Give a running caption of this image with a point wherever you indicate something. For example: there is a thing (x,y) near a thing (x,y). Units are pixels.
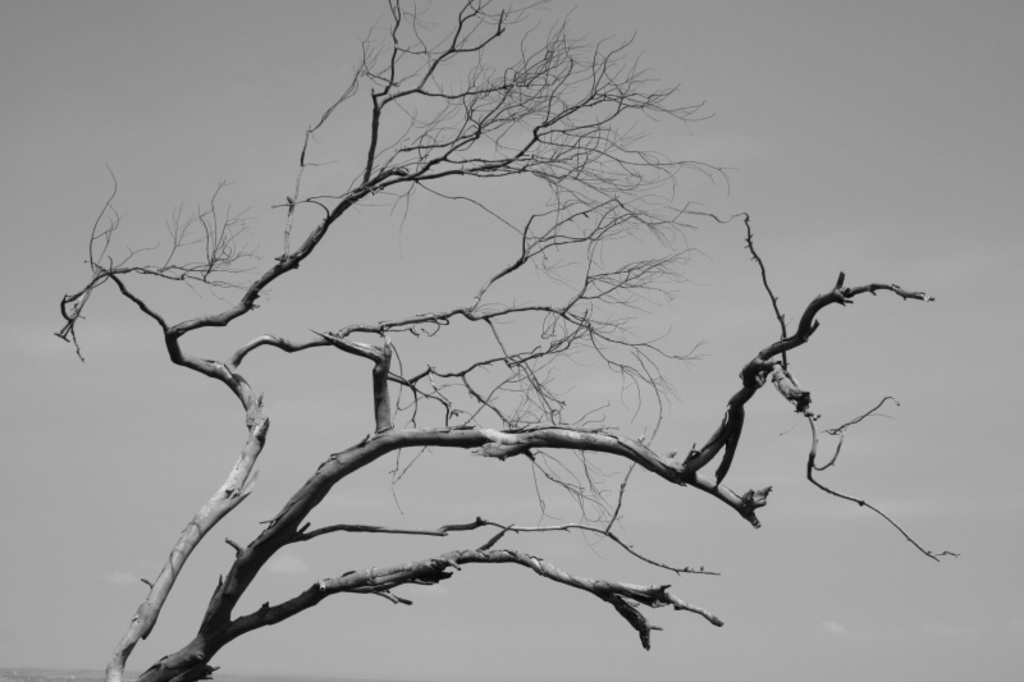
This is a black and white image. In the image there is a tree (157,315) with stems (253,542), branches (567,530) and without leaves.
